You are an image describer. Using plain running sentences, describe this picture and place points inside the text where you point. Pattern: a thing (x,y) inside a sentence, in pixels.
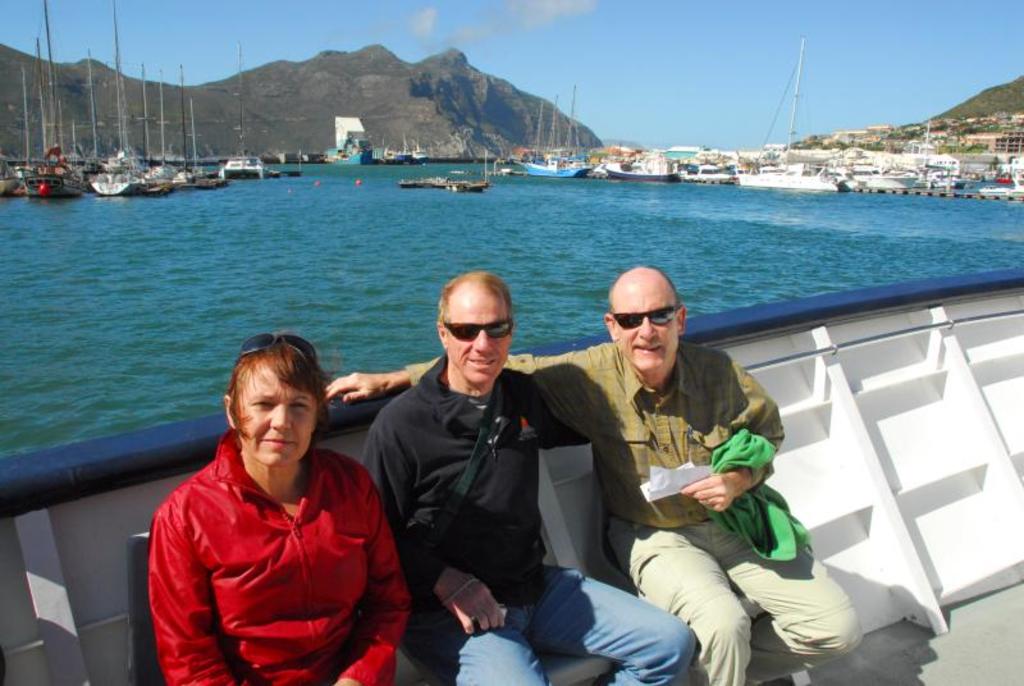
There are three people (484,546) sitting. In the background (419,257) there is water (369,271). There are boats (852,166) in the water (878,196). In the background (356,90) there is hill (357,95) and sky (683,80).
